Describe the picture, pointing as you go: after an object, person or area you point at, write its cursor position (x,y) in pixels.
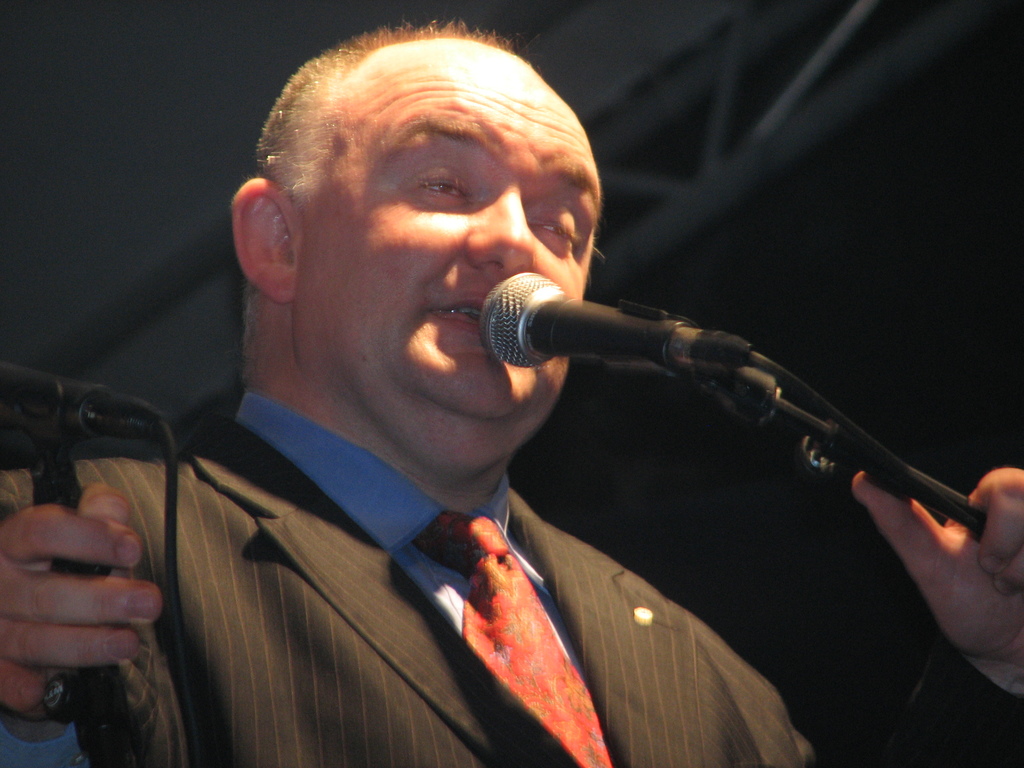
In this image I can see a person (418,539) wearing the blazer (461,669) and holding the mic (553,332).
